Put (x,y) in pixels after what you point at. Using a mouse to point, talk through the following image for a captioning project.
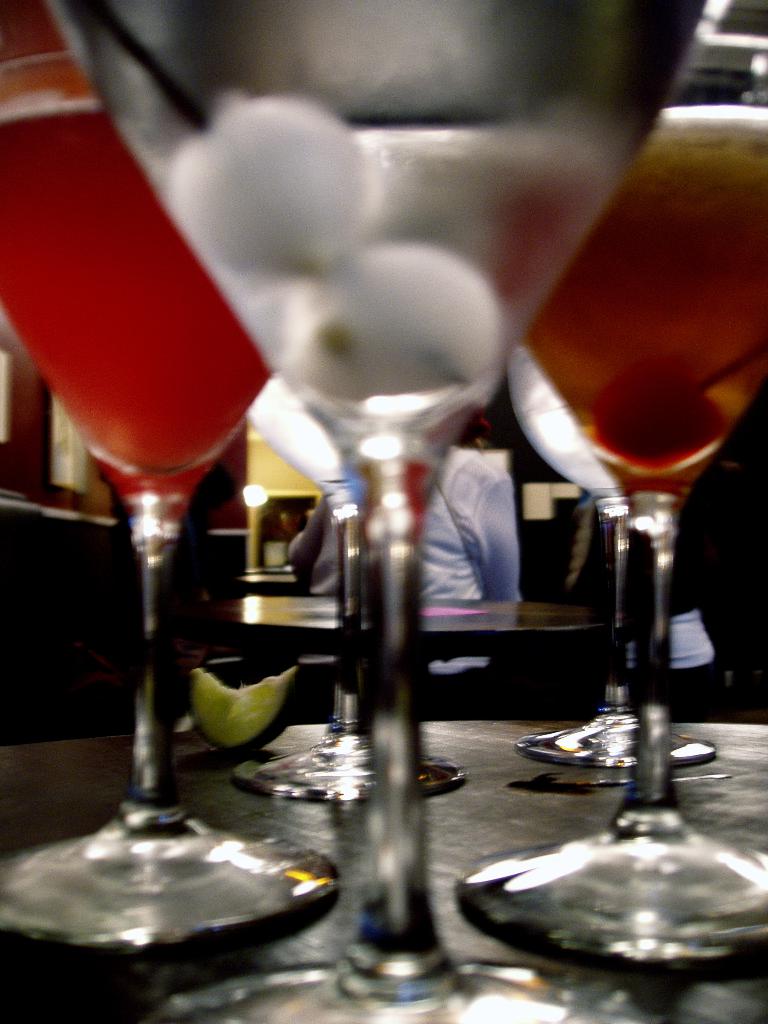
In this image I can see few glasses (302,761) with drink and lemon-slices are on the table (456,849). In the background (454,629) I can see one more table (467,621) and the person (455,591) with the dress (447,534).
